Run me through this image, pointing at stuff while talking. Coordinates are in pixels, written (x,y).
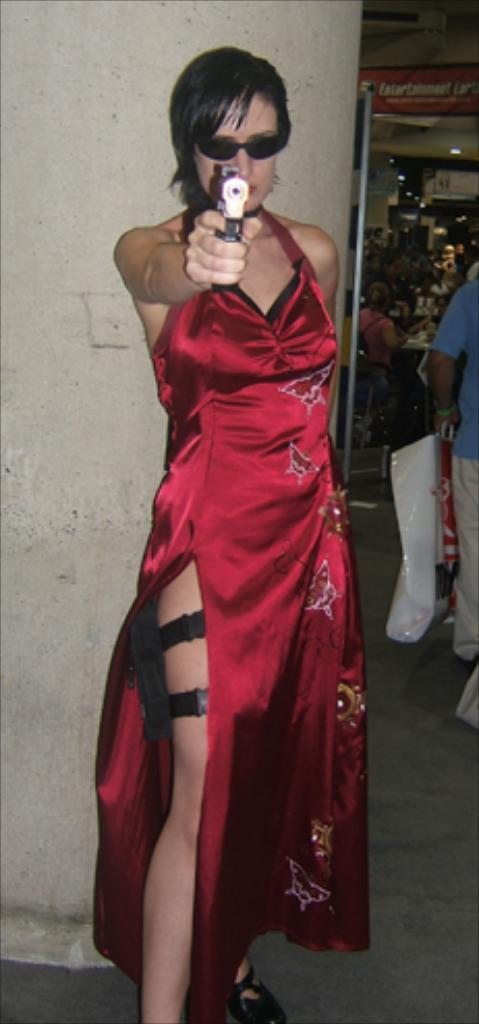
In the foreground (209,456), I can see a woman (279,703) is holding a gun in hand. In the background (470,557), I can see a pillar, group of people (373,306) on the floor (437,699), some objects (445,522) and lights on a rooftop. This image is taken, maybe in a shop (400,216).
